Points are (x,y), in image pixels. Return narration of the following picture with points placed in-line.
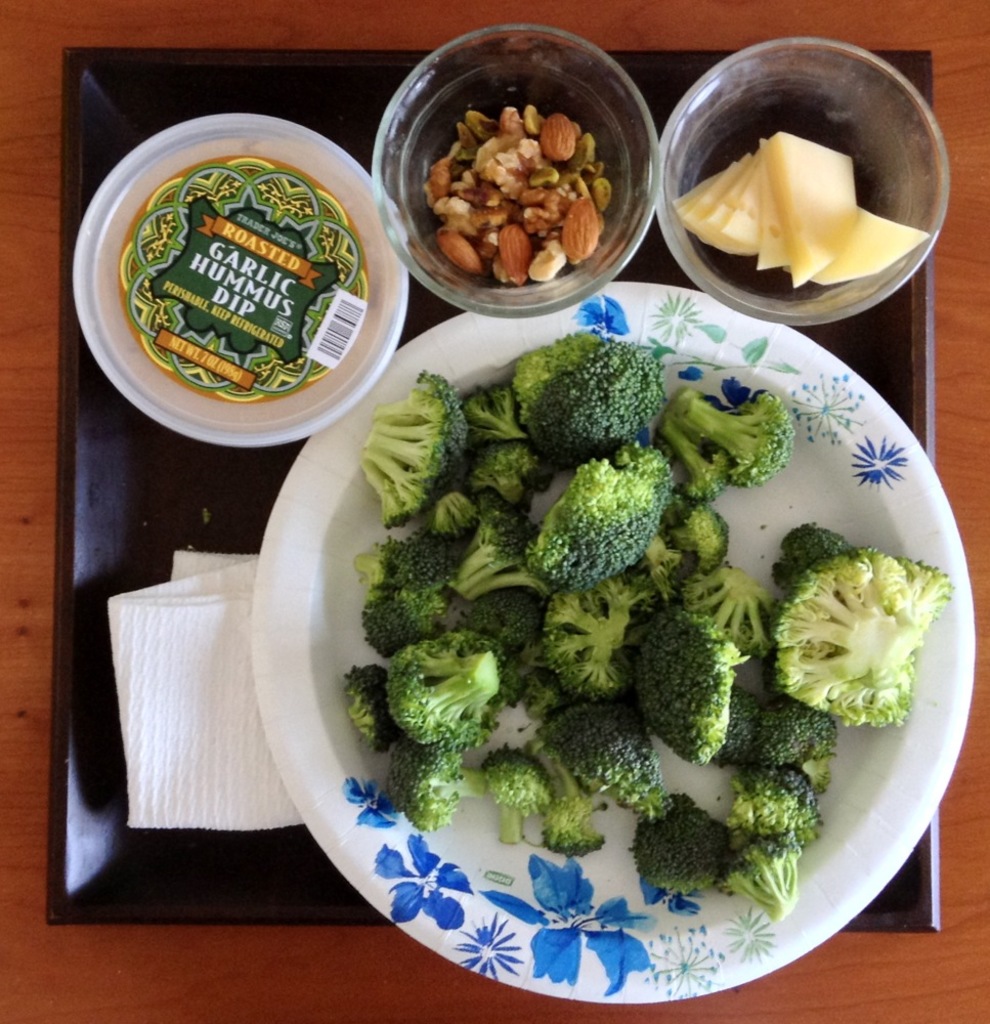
In this image there is a tray (119,911) on the wooden surface (248,1014). On the tray (162,483) there are bowls (450,293) and a plate (468,866). On the plate (474,878) there is broccoli (734,754). In the bowls (699,241) there are nuts (471,181) and cheese (744,228). Beside the plate (302,704) there is a tissue (188,722).
